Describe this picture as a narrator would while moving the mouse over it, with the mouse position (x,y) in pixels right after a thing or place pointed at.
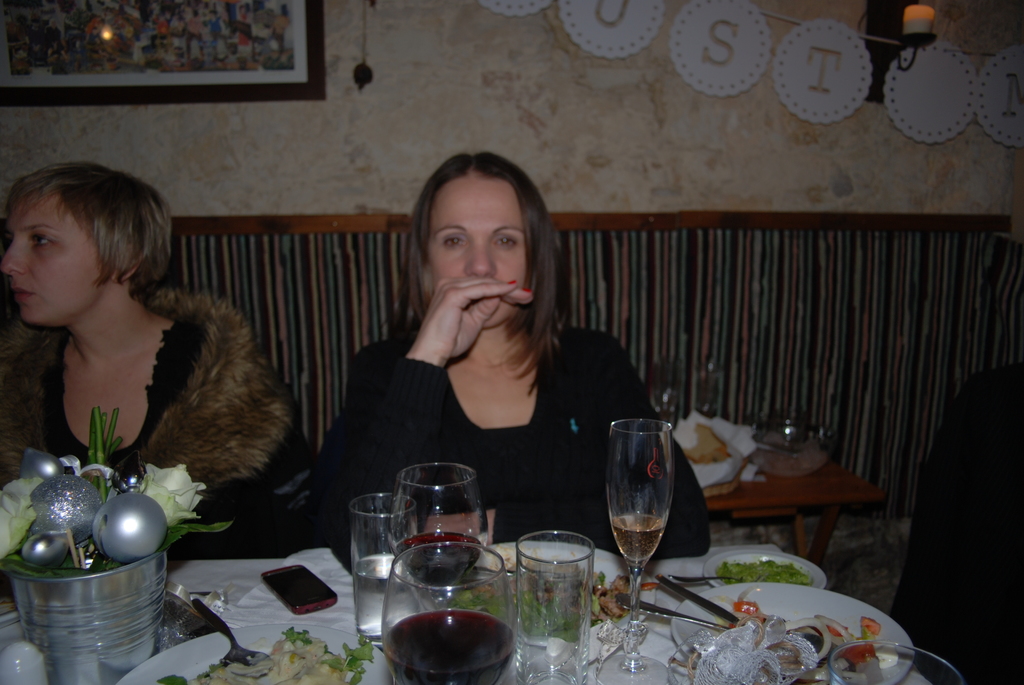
In this image we can see two women (24,298) are sitting, one is wearing black color dress (440,431) and the other one is wearing woolen cloth (203,402). In front of them table (226,568) is there. On table (224,585) mobile (302,598), tissue (268,613), glasses (560,629), spoon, plates (803,611) and food (816,619) is present. Behind the wall (446,140) is there. On wall (263,119) one frame (266,87) is attached. Right side of the image (966,536) one black color chair (991,520) is there and one table (793,484) is there. On table (830,483) few things (731,448) are kept.
